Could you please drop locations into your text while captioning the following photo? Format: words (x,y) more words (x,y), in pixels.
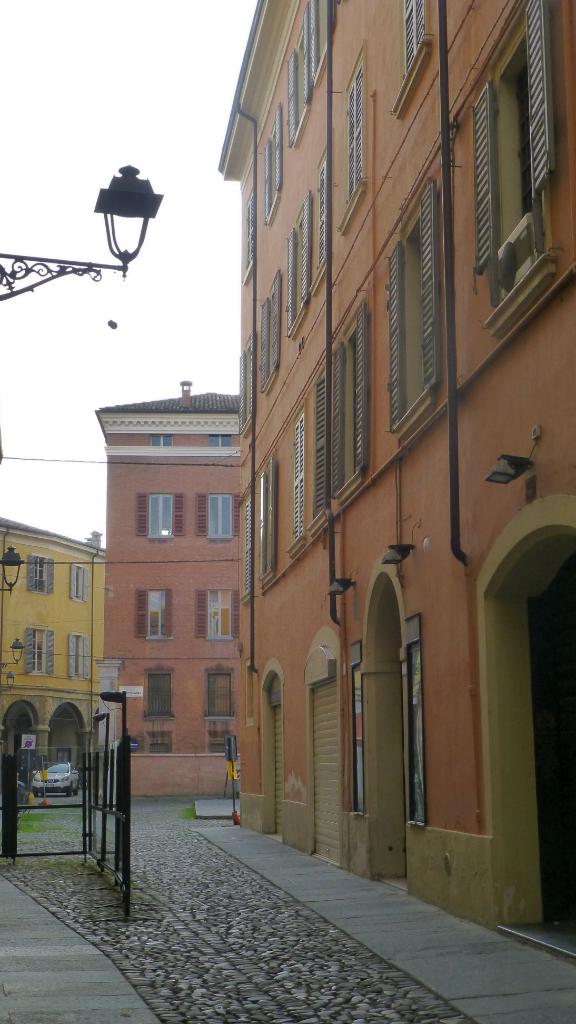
In the foreground of this image (275,944), there is a pavement (254,998). On the left (82,806), there is a railing (111,801), and a lamp (139,212) on the top (144,206). On the right (524,660), there are buildings (319,565), a sign board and lights (340,581). In the background (64,602), there is a building (32,580) and the sky (125,334).
